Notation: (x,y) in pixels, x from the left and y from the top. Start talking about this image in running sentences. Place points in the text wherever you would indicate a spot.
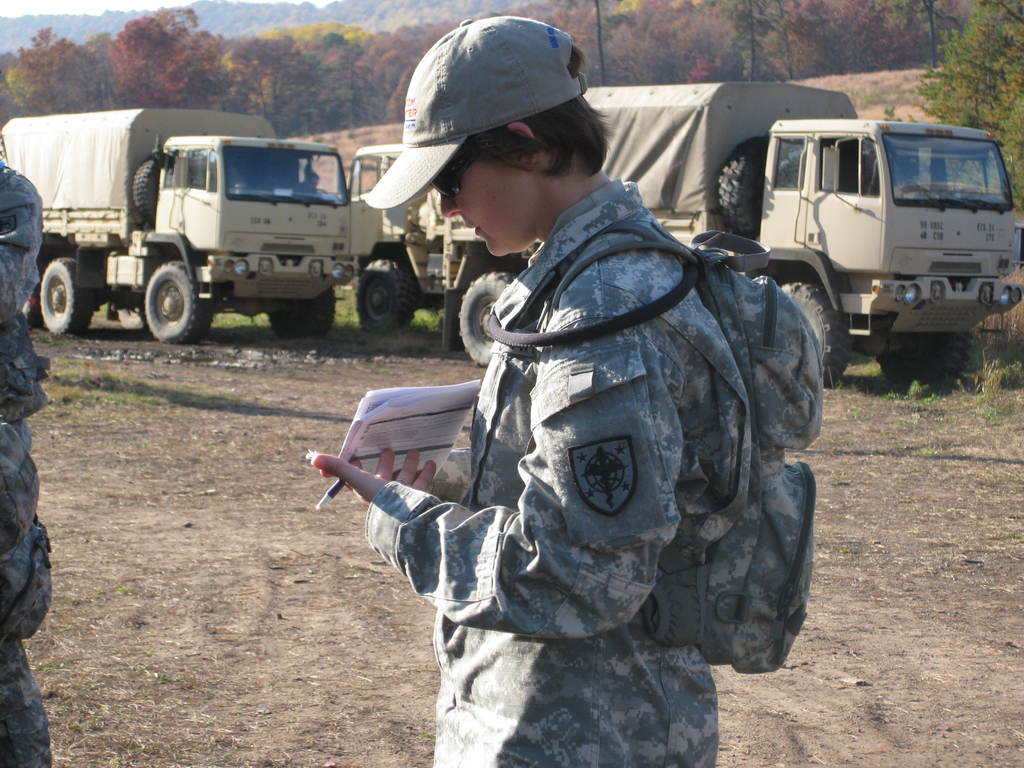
In the foreground (638,207) I can see two persons (586,506) on the ground (425,637). In the background (290,89) I can see trucks (236,148), grass (348,141) and trees (336,51). On the top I can see the sky (293,2). This image is taken during a day.
